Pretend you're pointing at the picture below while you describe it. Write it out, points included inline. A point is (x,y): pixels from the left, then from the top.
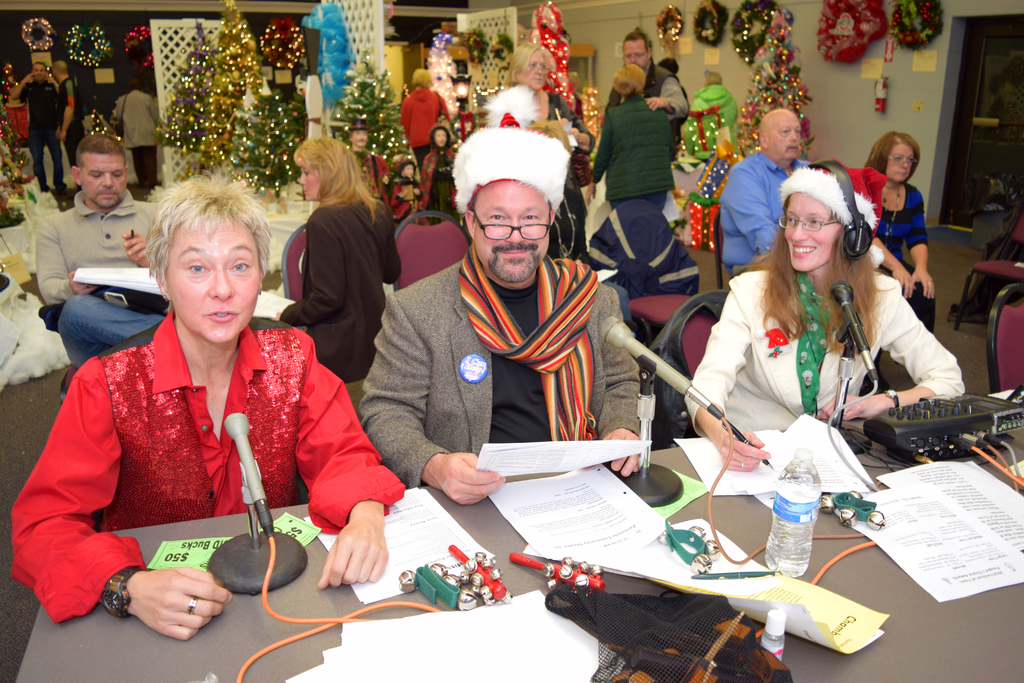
In this image we can see people (497,247) sitting. There is a table (151,549) and we can see chairs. We can see mics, bottle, papers (496,632) and some objects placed on the table (142,626). In the background (233,157) there are decors (872,39) placed on the walls (122,63) and we can see lights (85,63). There are xmas trees (218,75). On the right (961,111) we can see a door (1013,62).
